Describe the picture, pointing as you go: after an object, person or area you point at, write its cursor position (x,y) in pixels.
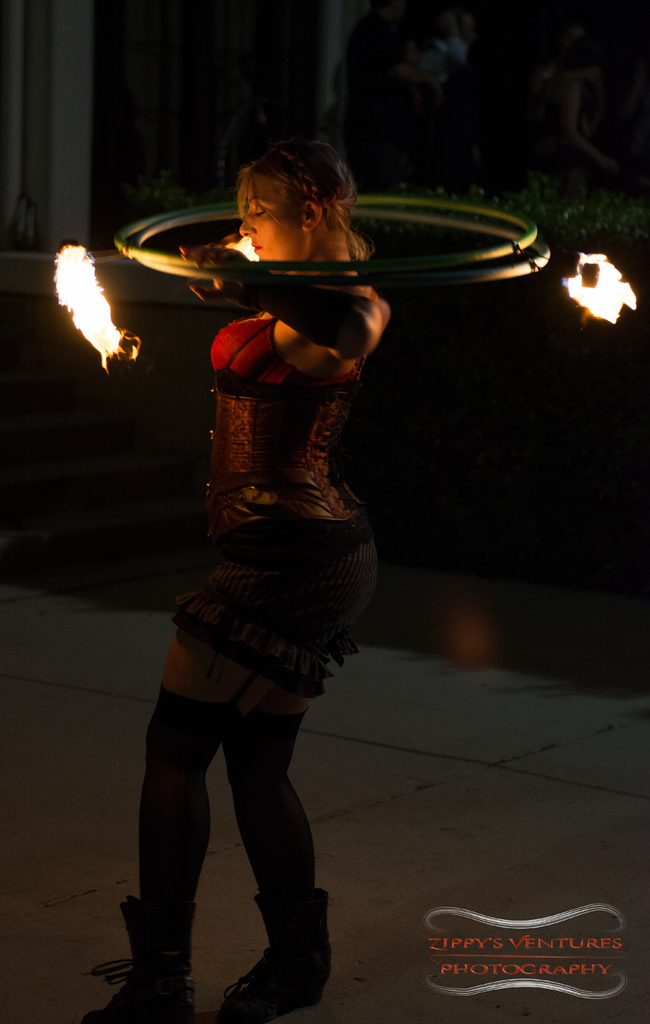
There is a woman (252,600) standing and holding two rings (318,270) in middle of her which has a three fire objects (97,336) attached to it.
